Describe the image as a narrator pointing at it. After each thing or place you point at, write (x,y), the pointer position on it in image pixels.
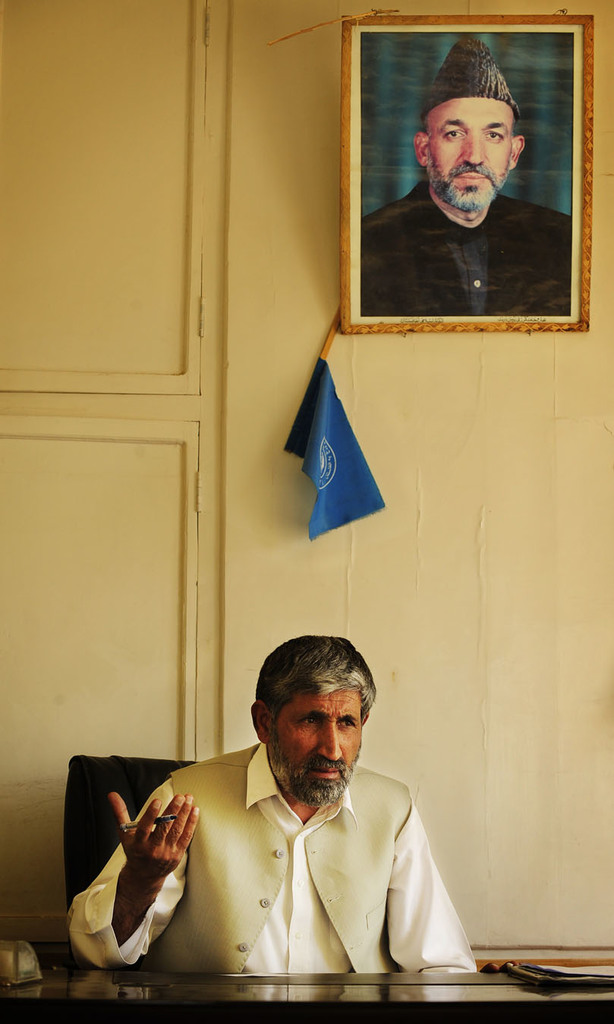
In this image we can see a man (300,888) sitting on the chair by holding a pen (158,823) in his hand (188,830) and a table (345,978) is placed in front of him. On the table (336,983) we can see books (554,975). In the background (498,170) we can see wall hanging (369,201) on the wall (508,343) and a flag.
